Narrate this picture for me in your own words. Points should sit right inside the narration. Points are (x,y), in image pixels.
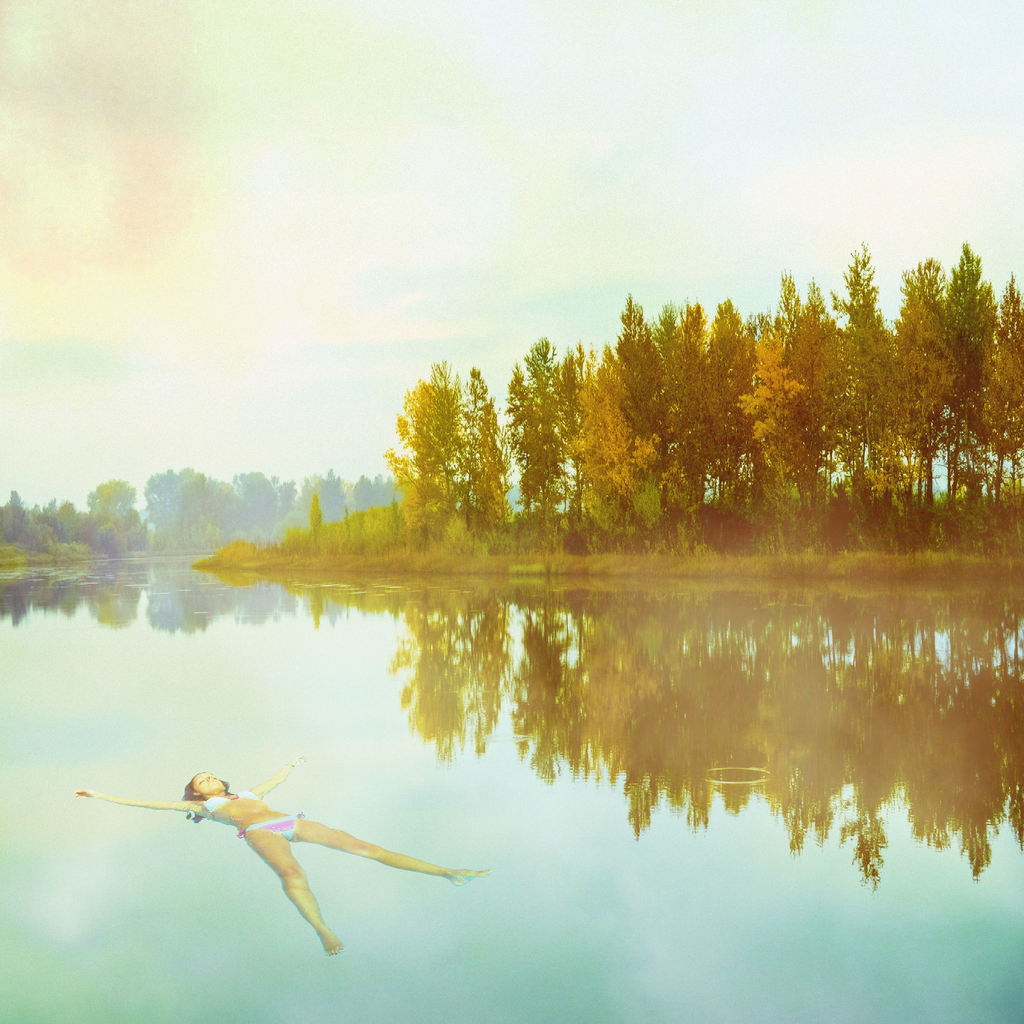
In this picture i can see a woman (287,867) in the water (328,883). In the background (547,466) i can see trees (525,411) and sky (320,269).
